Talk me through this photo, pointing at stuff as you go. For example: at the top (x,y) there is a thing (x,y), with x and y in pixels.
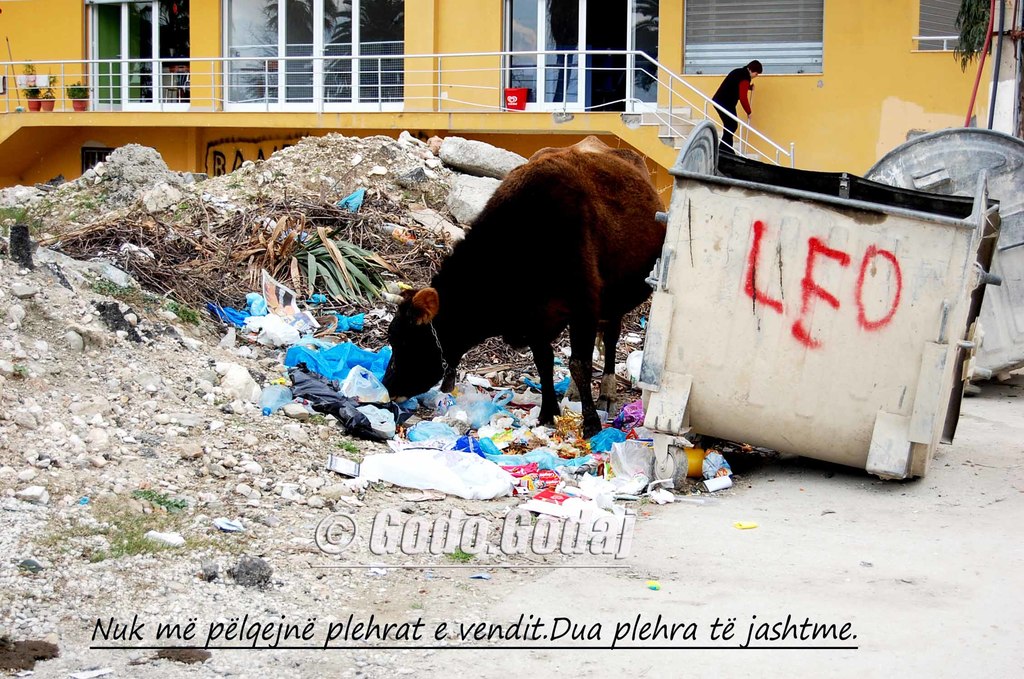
In this image in the center (461,307) there is an animal (524,315) standing and there are stones (208,419) on the ground (159,394) and there are objects (302,378) which seems to be plastic (491,441). In the background (251,42) there is a building (331,84), there are plants (68,96), there are windows (328,46) and there is a door (611,50) and the person (744,81) standing on the stairs (688,123) and there is an object (875,327) which is white in colour with some text (886,320) written on it which is in the right side (908,296).
